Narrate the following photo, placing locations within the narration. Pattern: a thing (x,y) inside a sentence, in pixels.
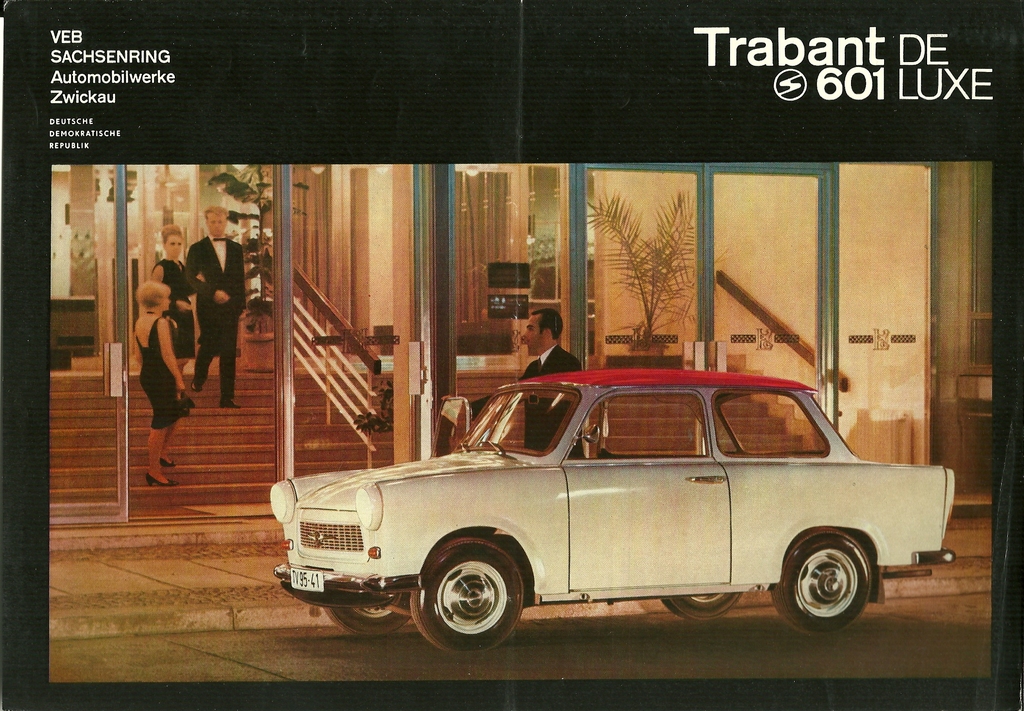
In the image we can see a car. There are two men (231,308) and two women (162,417) wearing clothes (207,306). Here we can see stairs (57,425), glass doors (100,476), plant pot (639,290) and the wall (860,234).
